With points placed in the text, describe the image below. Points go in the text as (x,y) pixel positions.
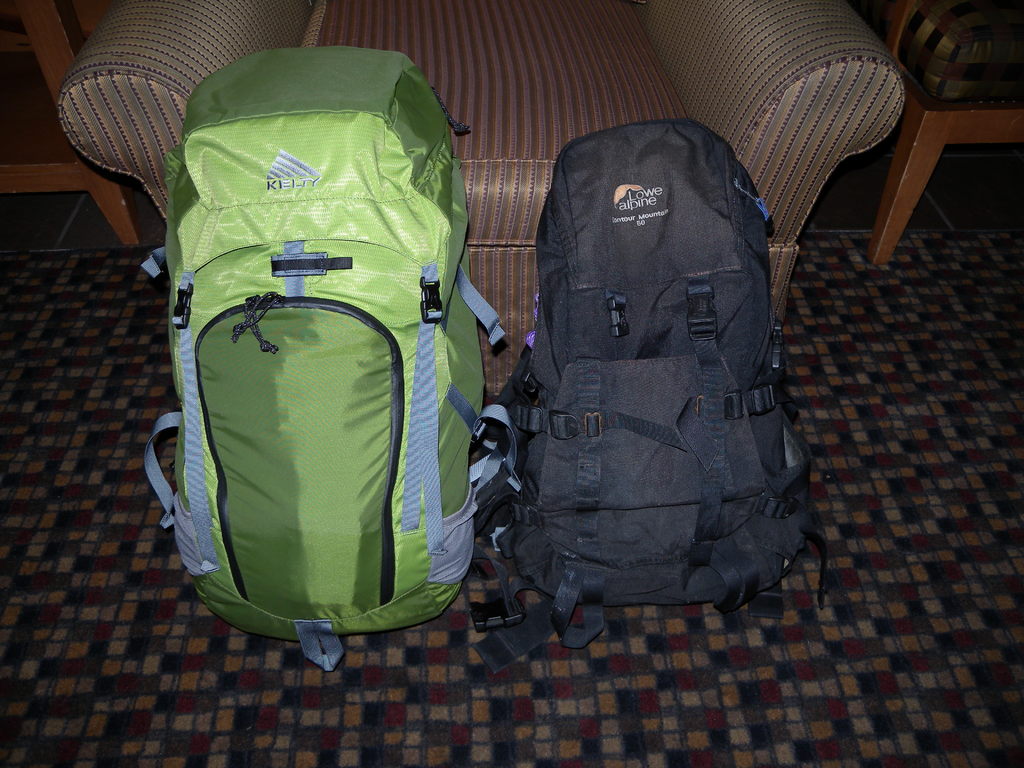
There are two backpacks (654,454) on the floor (432,715). There is a sofa (811,125) and two chairs (56,39) beside it. On the floor (992,323) there is a carpet (580,712).
